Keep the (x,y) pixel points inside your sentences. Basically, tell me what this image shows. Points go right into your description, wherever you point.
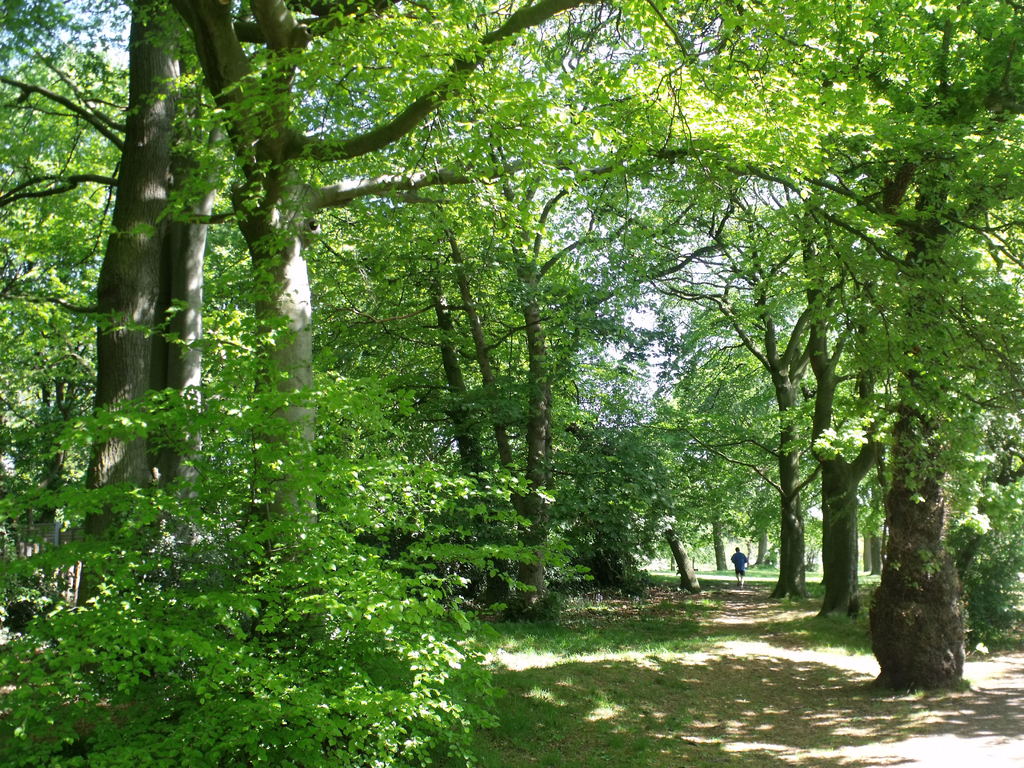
There are dense trees (616,184) and in between the trees (733,529) there is a path (738,594) and a person (740,569) through that path (746,584).
